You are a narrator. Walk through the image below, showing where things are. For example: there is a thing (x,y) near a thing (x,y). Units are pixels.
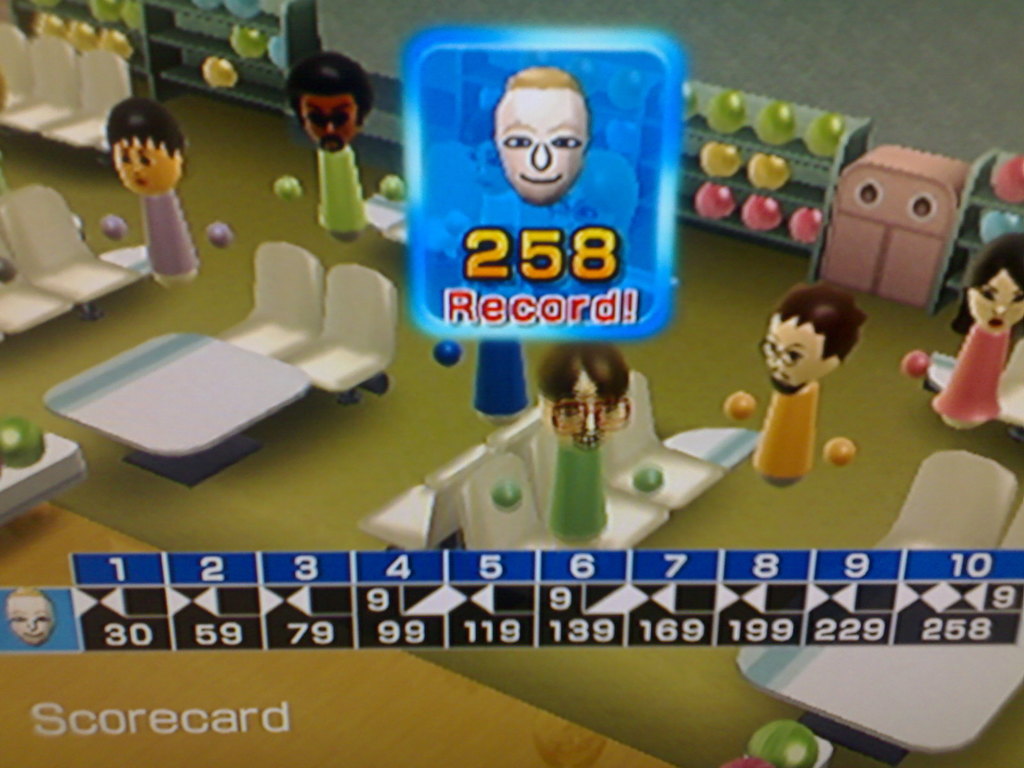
In this picture we can see the view of the cartoon gaming screen (450,621). In the front (429,604) we can see the scoreboard (274,596) and some dolls (772,409) standing near the chairs (699,462).
